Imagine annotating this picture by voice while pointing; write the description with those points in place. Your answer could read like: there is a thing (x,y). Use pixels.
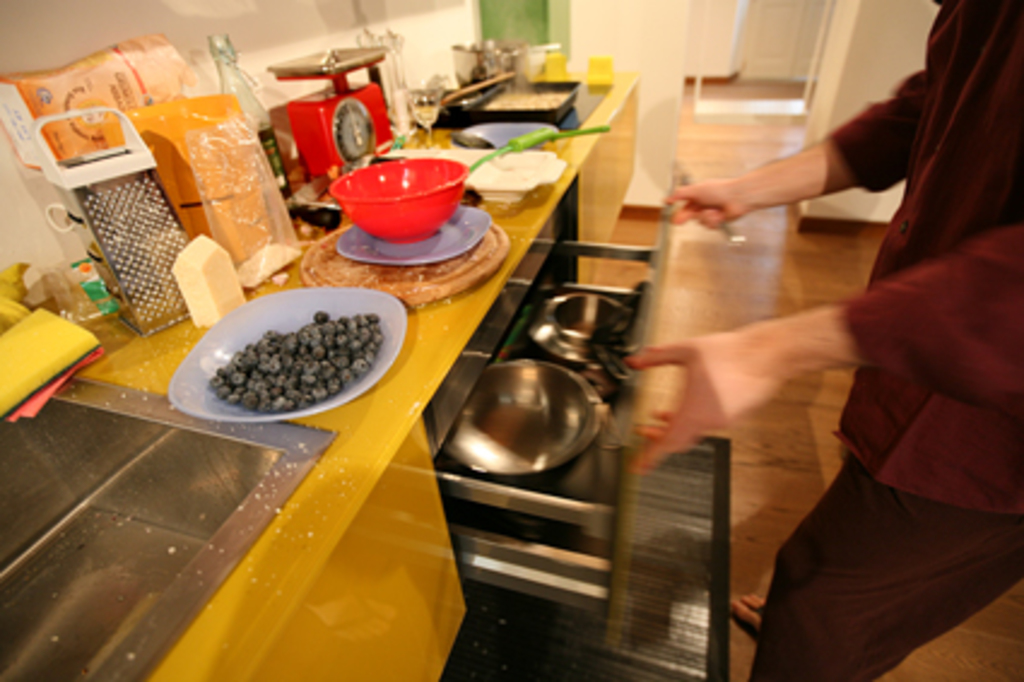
In this image I can see a person (915,162) holding the rack (598,535). I can see a food (311,358) in plate (375,372). I can see a bowl (413,189), plate (476,221), tray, vessels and few objects (537,136) on the table (345,418). Back I can see the white wall (594,39).
